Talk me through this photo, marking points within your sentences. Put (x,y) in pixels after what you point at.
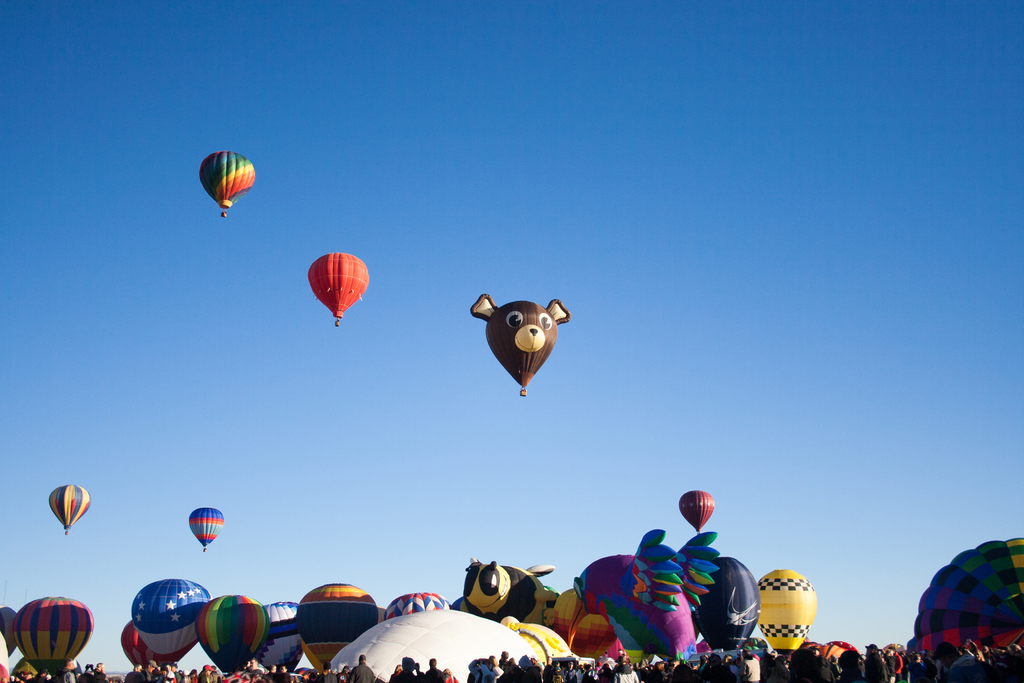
In this image I can see at the bottom (846,661) there are people (653,666), in the middle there are hot air balloons (794,609), at the top (688,147) it is the sky (703,149).
